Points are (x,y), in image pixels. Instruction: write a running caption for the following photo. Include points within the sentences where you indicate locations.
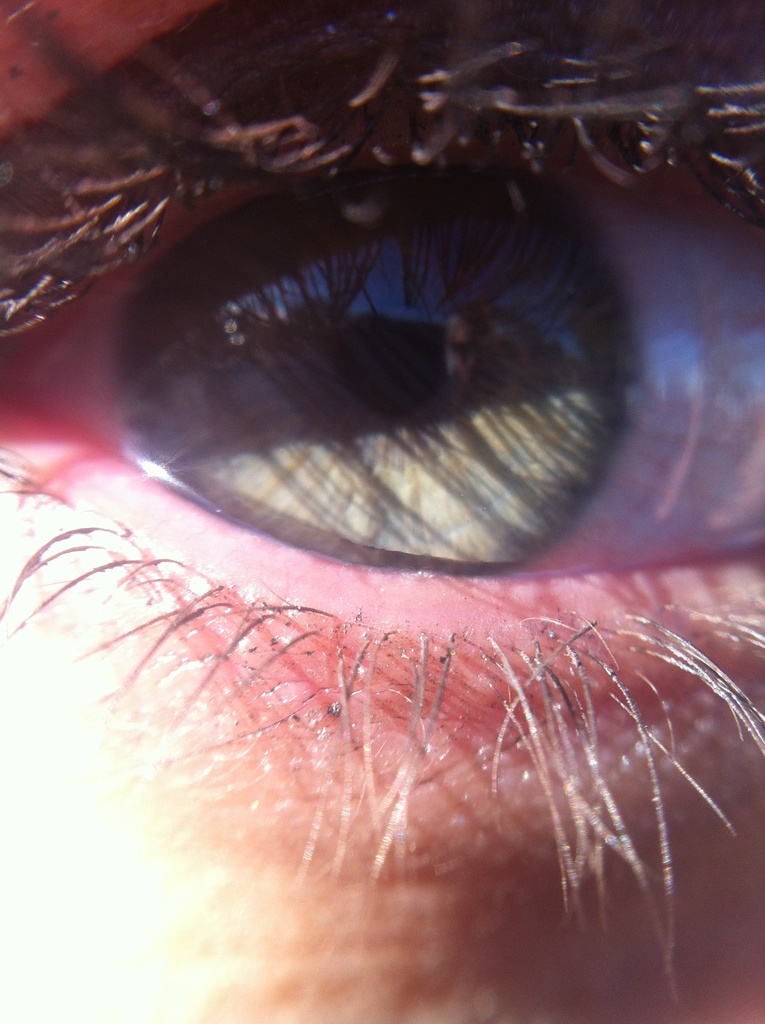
In this picture I can see an eye (548,260) and eyelashes (47,281) of a person (354,179).
